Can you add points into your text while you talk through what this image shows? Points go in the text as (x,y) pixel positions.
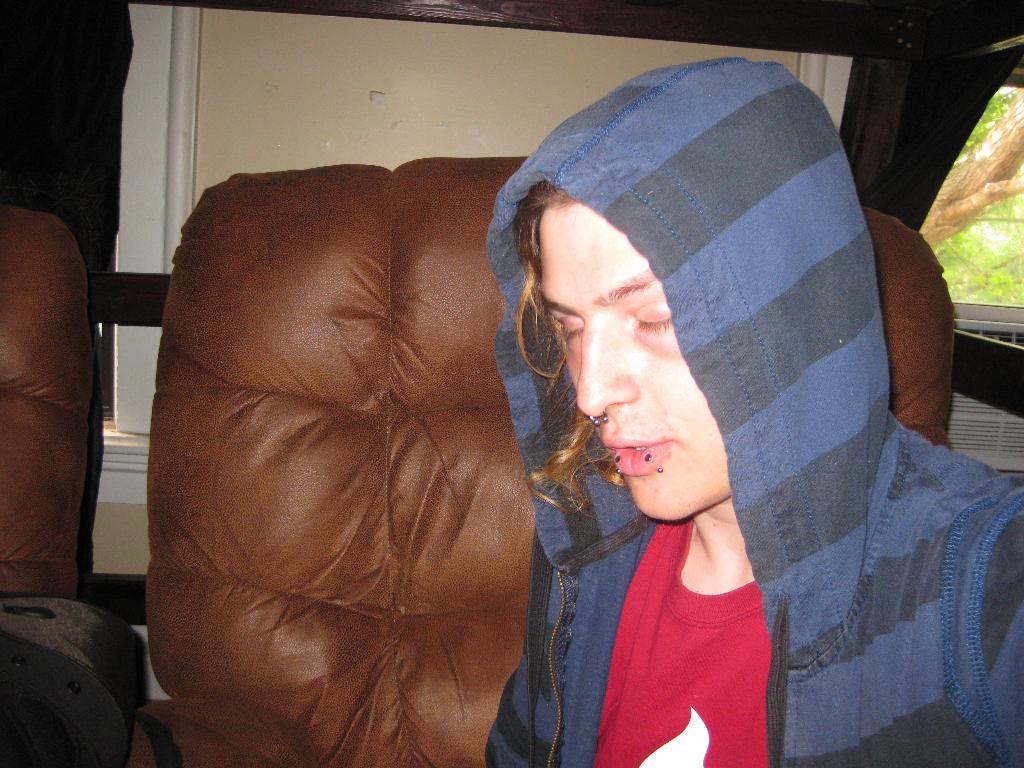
In the image there is a man (631,449) and behind the man (606,351) there are two sofas (238,446) and on the right side (982,266) there is a window (985,253) and behind the window (963,249) there is a tree (972,175).
